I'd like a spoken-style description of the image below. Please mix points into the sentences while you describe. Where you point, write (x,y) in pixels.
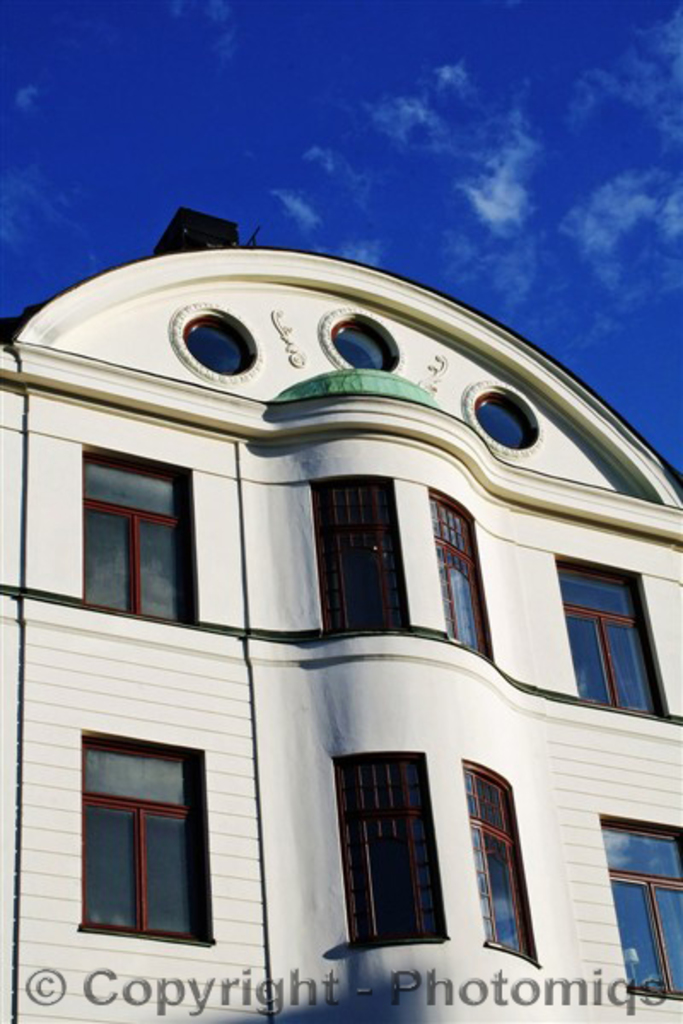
At the center of the image (365,598) there is a building (377,520). In the background (383,225) there is a sky (568,257).
